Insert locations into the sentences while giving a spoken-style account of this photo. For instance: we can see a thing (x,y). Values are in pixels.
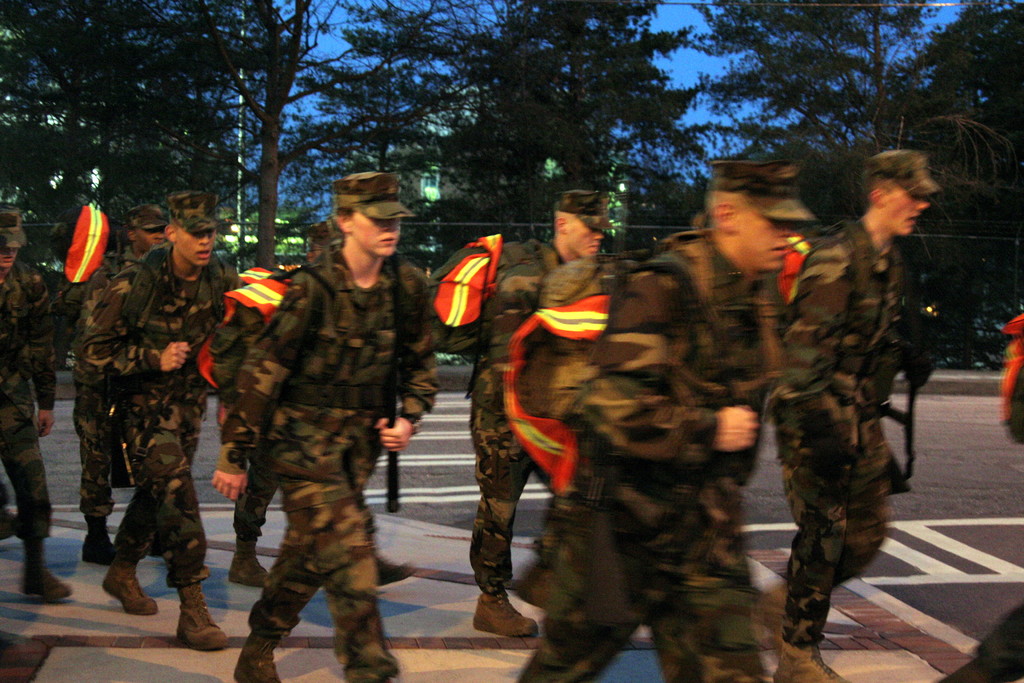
In this image we can see men (739,438) wearing uniform (556,532) and walking on the road (767,519). In the background (321,164) there are buildings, electric lights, trees (472,98) and sky (692,88).
